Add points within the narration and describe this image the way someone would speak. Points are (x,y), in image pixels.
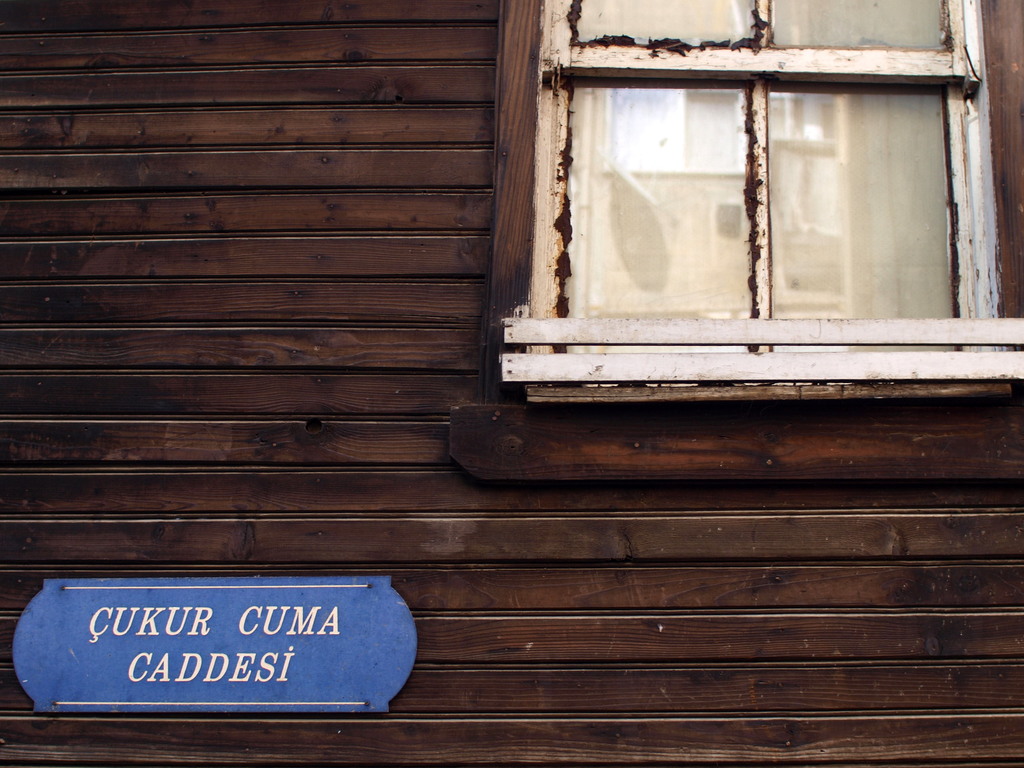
In the image there is a wall (521,535) with a glass window (739,248). And also there is a board (210,652) with text (221,643) on it.
